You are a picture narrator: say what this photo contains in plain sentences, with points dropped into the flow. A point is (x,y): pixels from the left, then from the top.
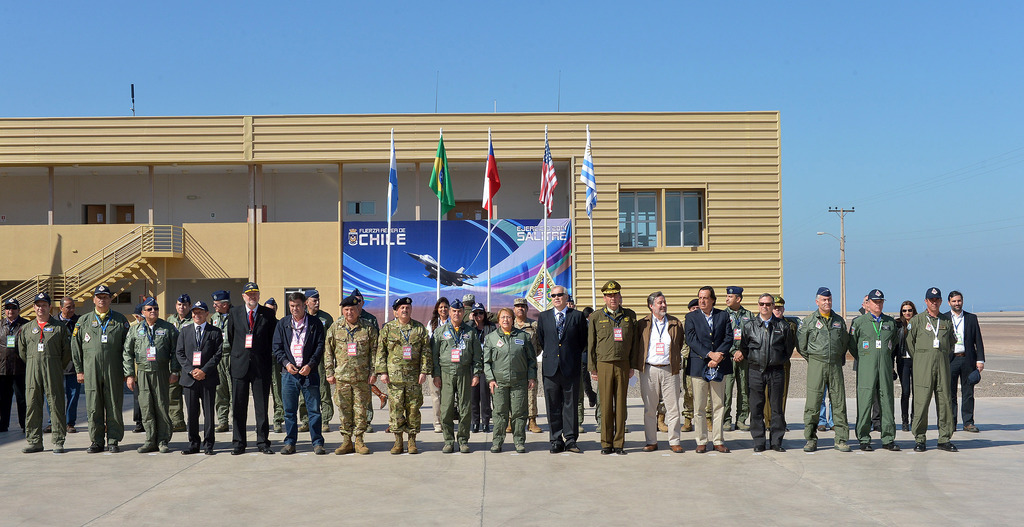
In this picture we can see many people (461,448) standing on the ground (375,443) in front of flags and a building (767,266) with an air force board (428,303) on it. The sky (282,71) is blue. In the background (842,257), we can see an electric light pole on the ground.
